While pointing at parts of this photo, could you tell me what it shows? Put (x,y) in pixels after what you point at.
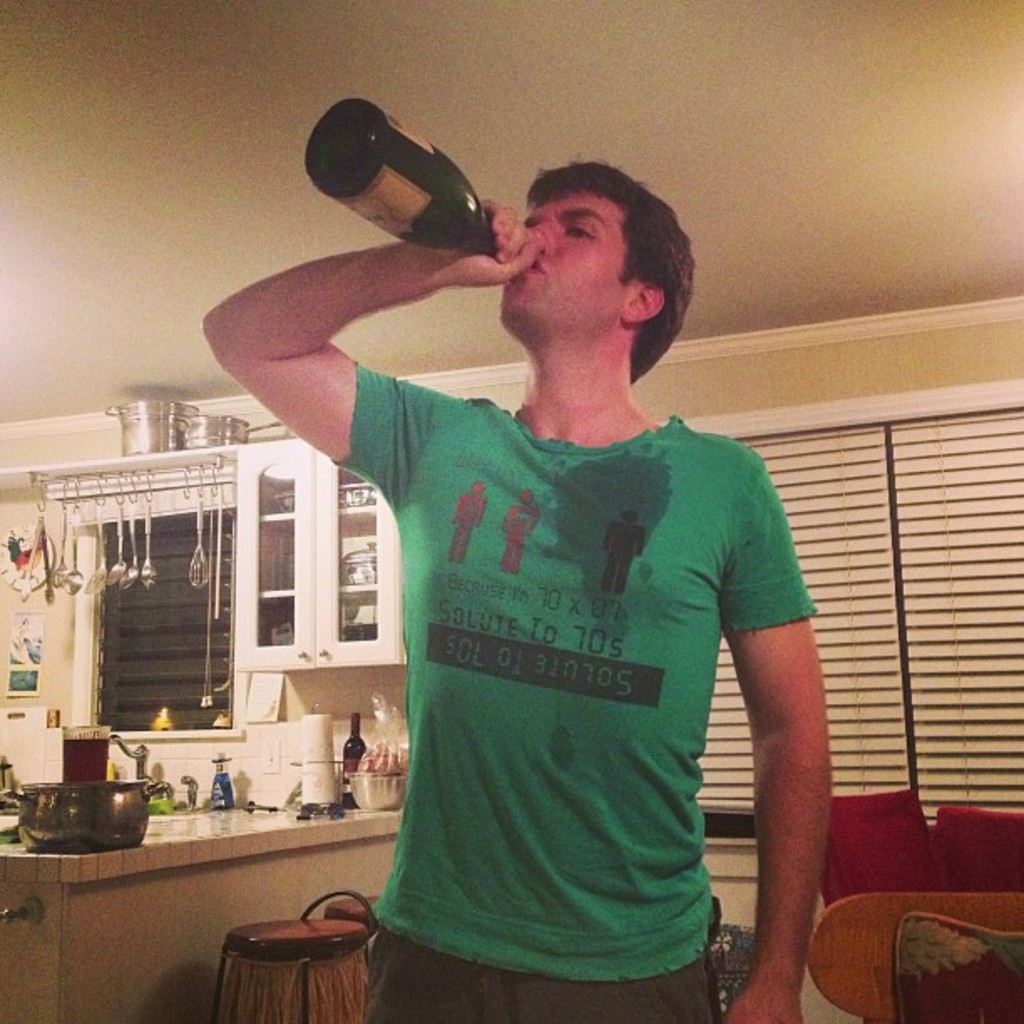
In this image i can see a man (584,563) standing holding a bottle (404,228) and drinking, at the back ground (515,396) i can see a wall (733,399), a window (821,545), and a some spoons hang to a pole (110,492), i can also see a bottle (349,788) and a tap (141,752) on the counter top (180,841).
